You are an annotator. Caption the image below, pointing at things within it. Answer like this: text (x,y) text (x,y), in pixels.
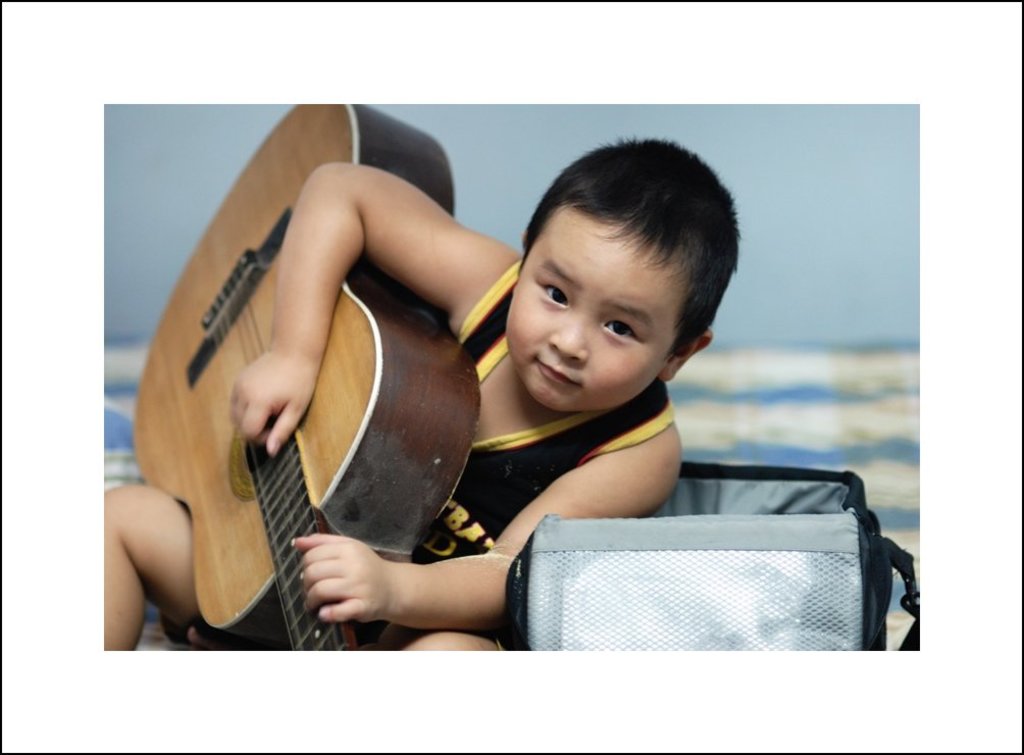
In this image we can see a child (485,351) holding a guitar (396,375) in his hands (300,400). There is a bag (785,551) in front of him.
